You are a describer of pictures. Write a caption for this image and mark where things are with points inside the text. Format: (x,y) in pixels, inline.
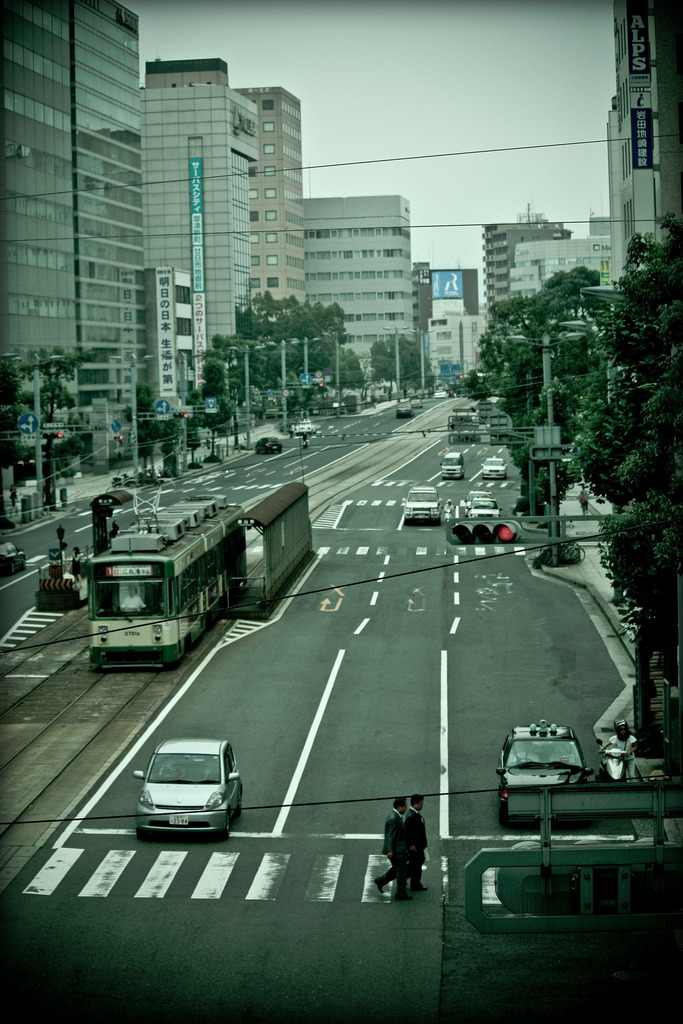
In this image I can see cars (207,822) on the road (346,640). On the left side (106,652), I can see a train (145,590) on the track (70,721). On the right side (464,531) there is a traffic signal pole (472,528). On both sides of the road (520,544) I can see the poles (549,514), trees (321,360) and buildings (302,238). At the bottom of the image (400,834) I can see two men (404,845) are walking on the road (368,877). On the top of the image (446,89) I can see the sky (441,108).
